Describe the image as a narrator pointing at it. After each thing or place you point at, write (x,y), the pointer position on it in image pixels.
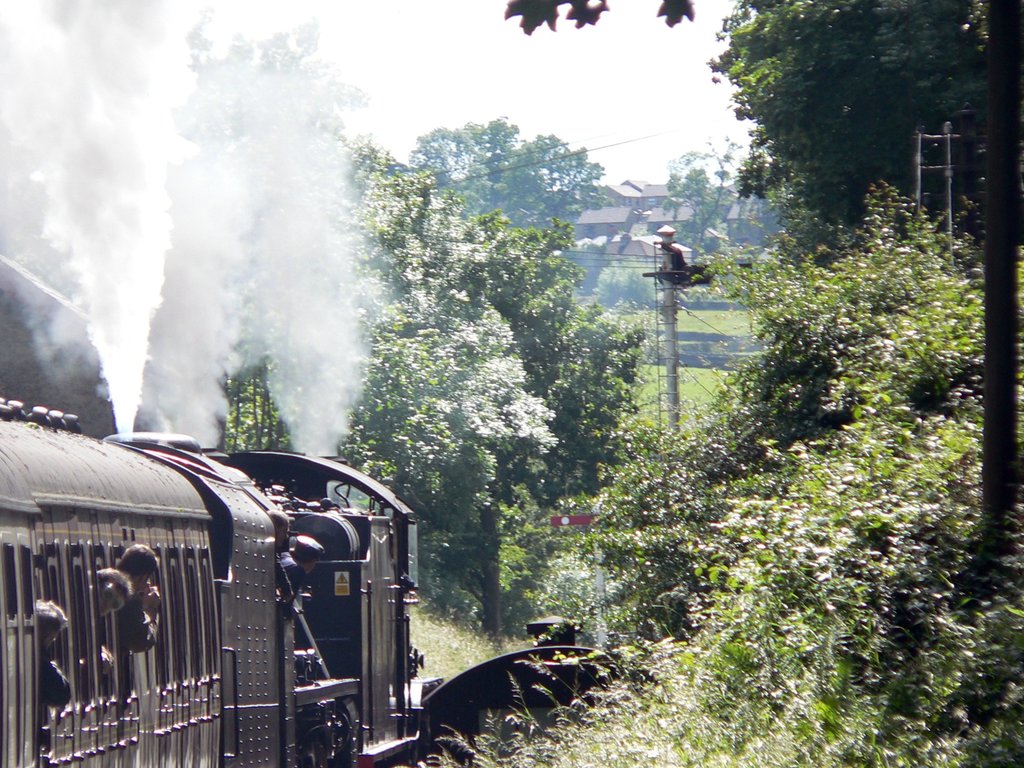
On the left side of the image (241,548) we can see a train (200,511) and smoke (150,318). In the center of the image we can see the buildings (628,217) and roofs (665,219). In the background of the image (614,283) we can see the trees (729,288), poles (668,379), wires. At the top of the image (510,73) we can see the sky (555,110).
